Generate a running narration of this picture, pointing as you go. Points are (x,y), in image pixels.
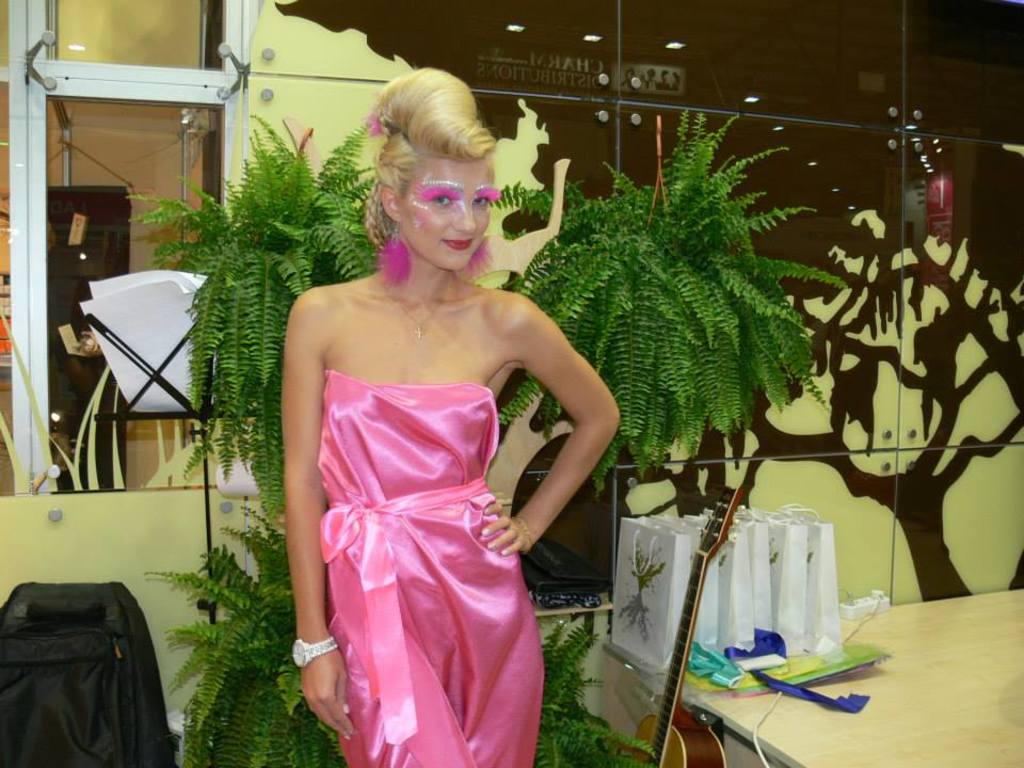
In the center of the image (365,479) there is a woman (332,445) is standing, she is smiling. In the left side of the background (158,371) there is a window (148,49) and a stand (173,356) holding papers (148,330). In the center of the image (620,314) behind the woman (510,320) there is a plant (234,643). In the left side of the image (79,654) in the foreground (74,682) there is a backpack (95,684). On right side of image (920,644) in foreground (871,687) there is a table (901,696), on the table (917,700) there are few covers (774,606) and near it a guitar (673,720). On the right side of the background (892,454) there is a art (869,314) on the window (877,102). This woman (533,652) is wearing a pink color dress (398,663) and a white watch (311,654).
